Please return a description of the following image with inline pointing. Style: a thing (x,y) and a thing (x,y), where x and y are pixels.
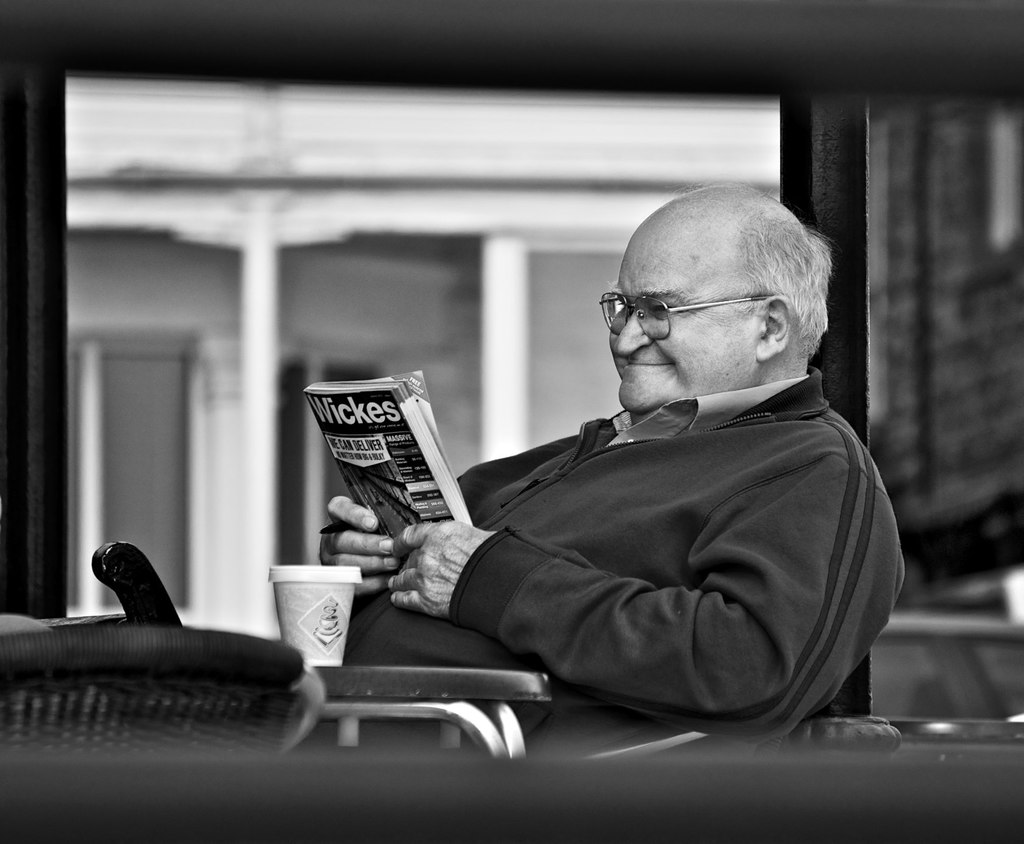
In the middle of the image (581,448) we can see a man (606,443), he is sitting and he is holding a book (359,402), in front of him we can see a cup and it is a black and white photography.
